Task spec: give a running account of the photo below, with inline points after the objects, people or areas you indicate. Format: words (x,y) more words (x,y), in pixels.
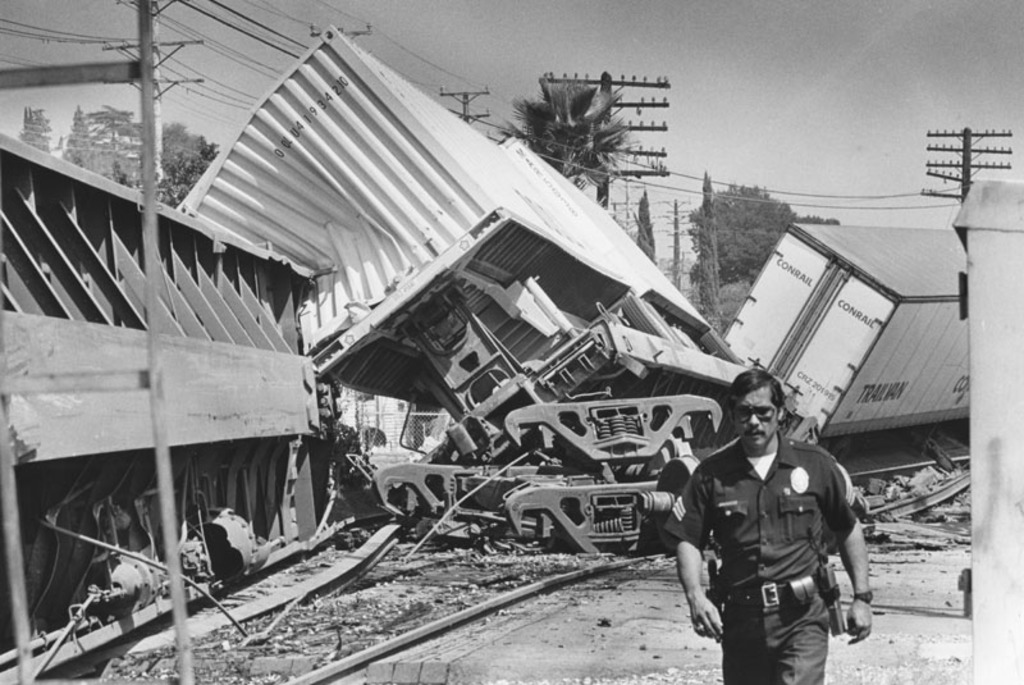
In this image I can see a man (748,546) is wearing a uniform (754,599). In the background (681,292) I can see containers (527,240), poles (603,192) which has wires (627,168), trees (585,124) and the sky (668,254). This picture is black and white in color.
